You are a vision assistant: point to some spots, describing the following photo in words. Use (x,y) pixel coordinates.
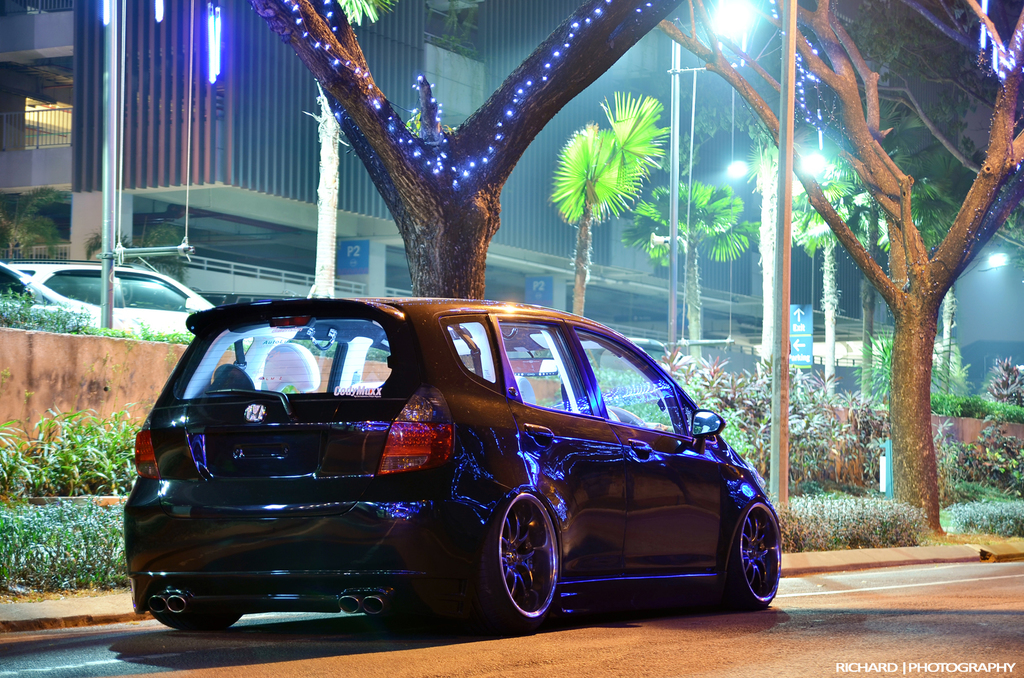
In this image in the foreground (428,457) there is a car (543,445). in the background (522,121) there are trees (845,227), poles (784,208), street lights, plants (95,332), buildings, and another vehicle (117,285).
